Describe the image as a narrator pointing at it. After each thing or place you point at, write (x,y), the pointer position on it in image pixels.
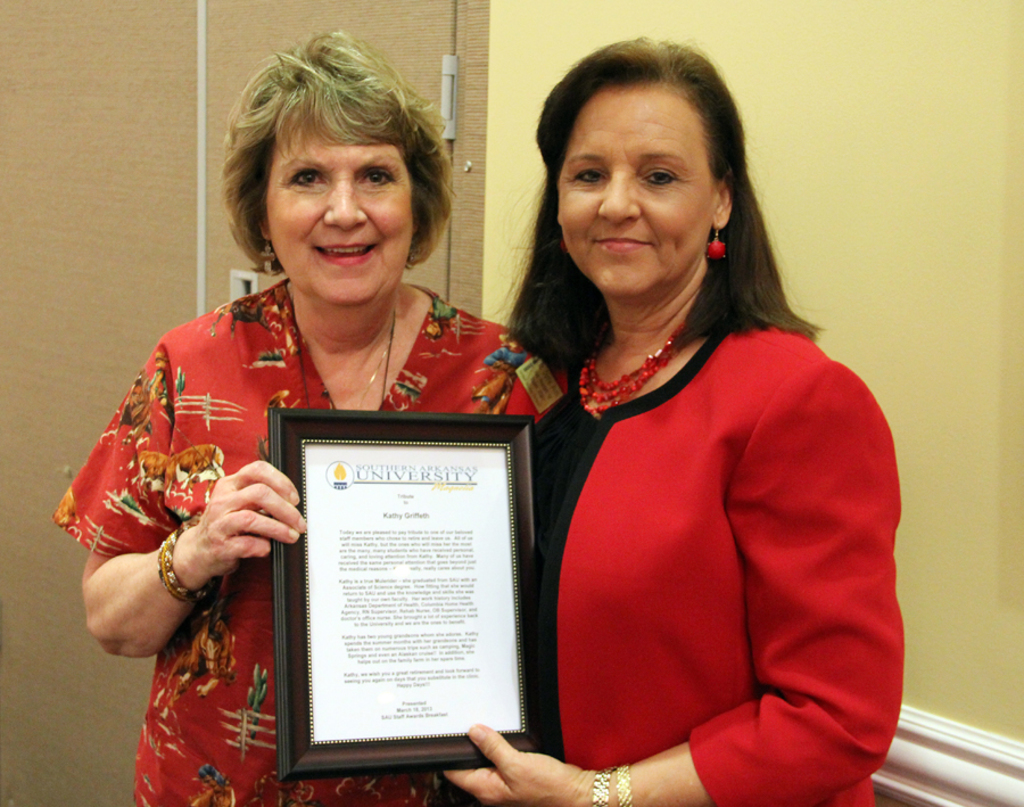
In this image we can see two persons (507,347) holding a certificate (410,612).
